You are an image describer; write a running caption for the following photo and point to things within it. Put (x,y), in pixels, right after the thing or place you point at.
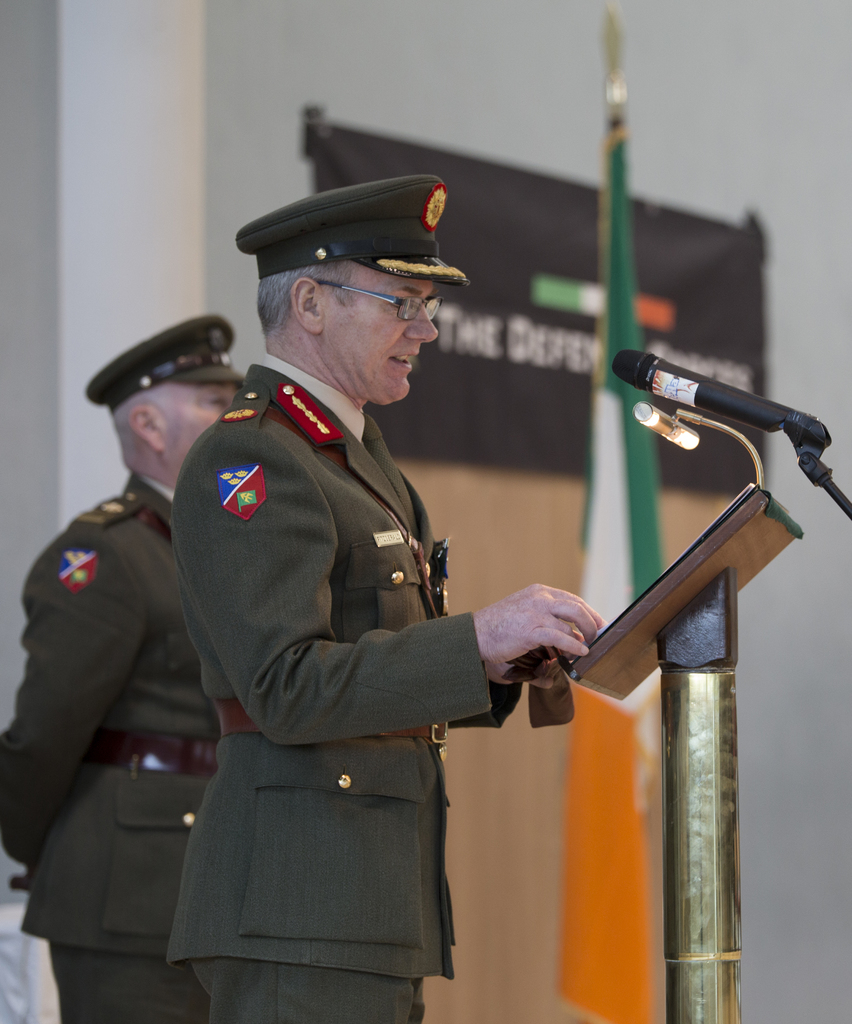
This picture might be taken inside a conference hall (734,833). In this image, in the middle (349,663), we can see a man (329,617) wearing a hat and he is also standing in front of the table (604,650) and talking in front of a microphone (708,392). On the left side (121,632), we can also see a man (117,673). In the background (562,431), we can see a flag (607,434) and hoardings (464,323) and a wall (302,156) which is in white color.
